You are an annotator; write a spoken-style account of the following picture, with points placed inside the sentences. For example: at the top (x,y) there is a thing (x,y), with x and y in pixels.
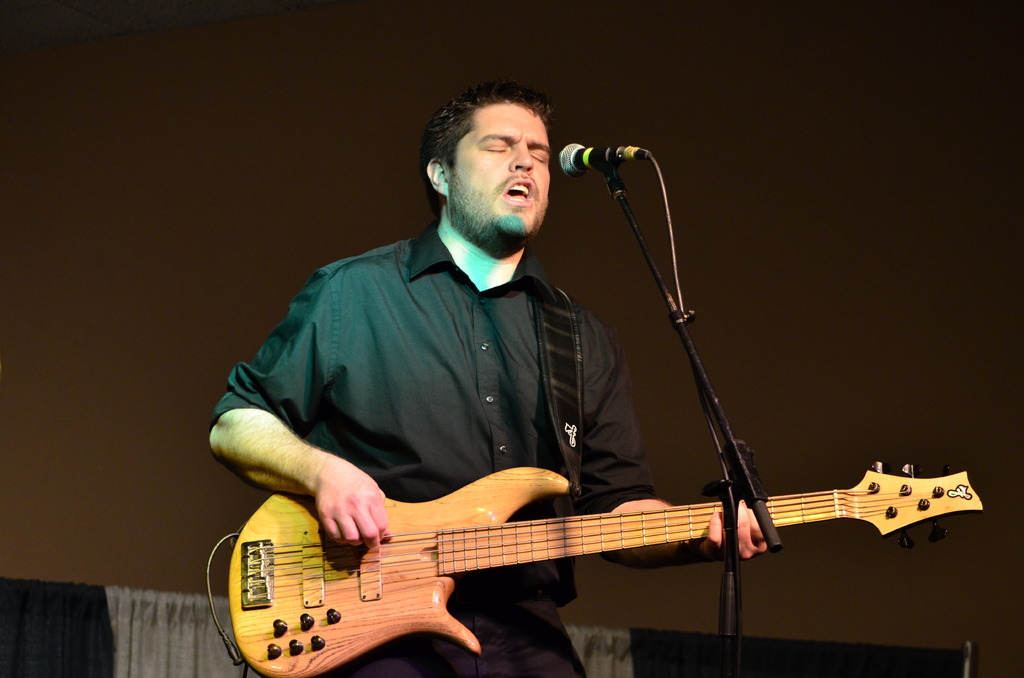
In the image there is a man (453,482) playing a guitar (399,581) and singing on mic (577,156).
